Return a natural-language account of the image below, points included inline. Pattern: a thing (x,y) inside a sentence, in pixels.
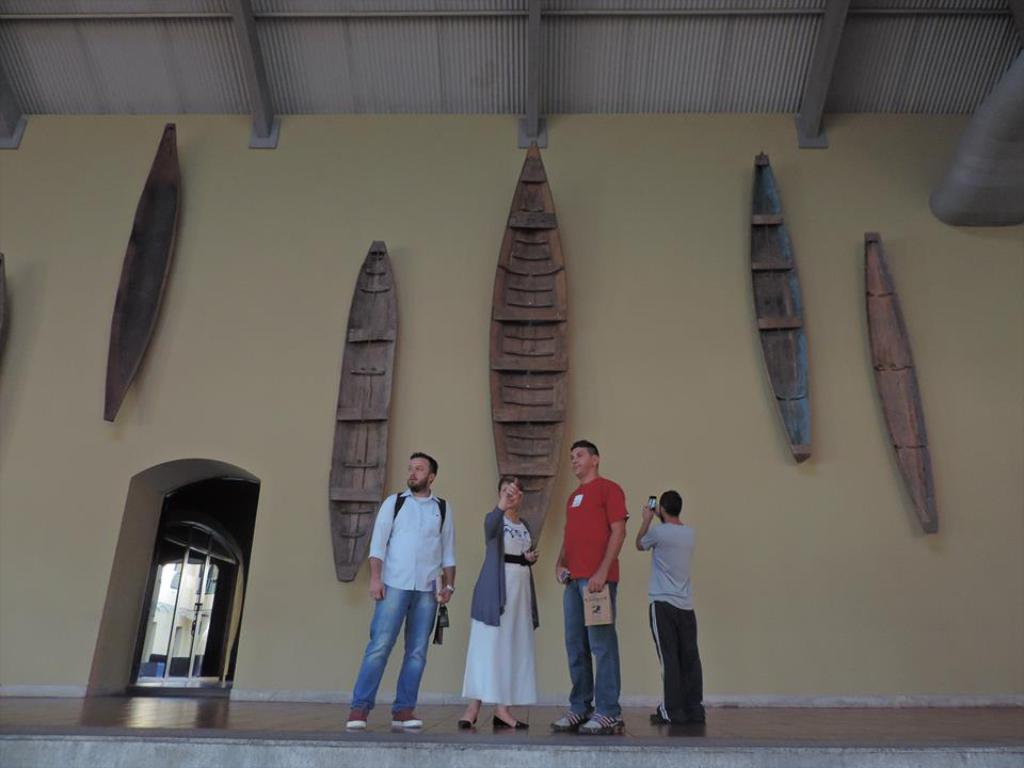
In this image, we can see four persons (470,656) are standing on the path (747,718) and holding some objects (439,636). In the background (720,521), there are few boats (367,535) on the wall (660,323). On the left side of the image (193,682), we can see the inside view of a house (164,642) and a few objects (153,659).
